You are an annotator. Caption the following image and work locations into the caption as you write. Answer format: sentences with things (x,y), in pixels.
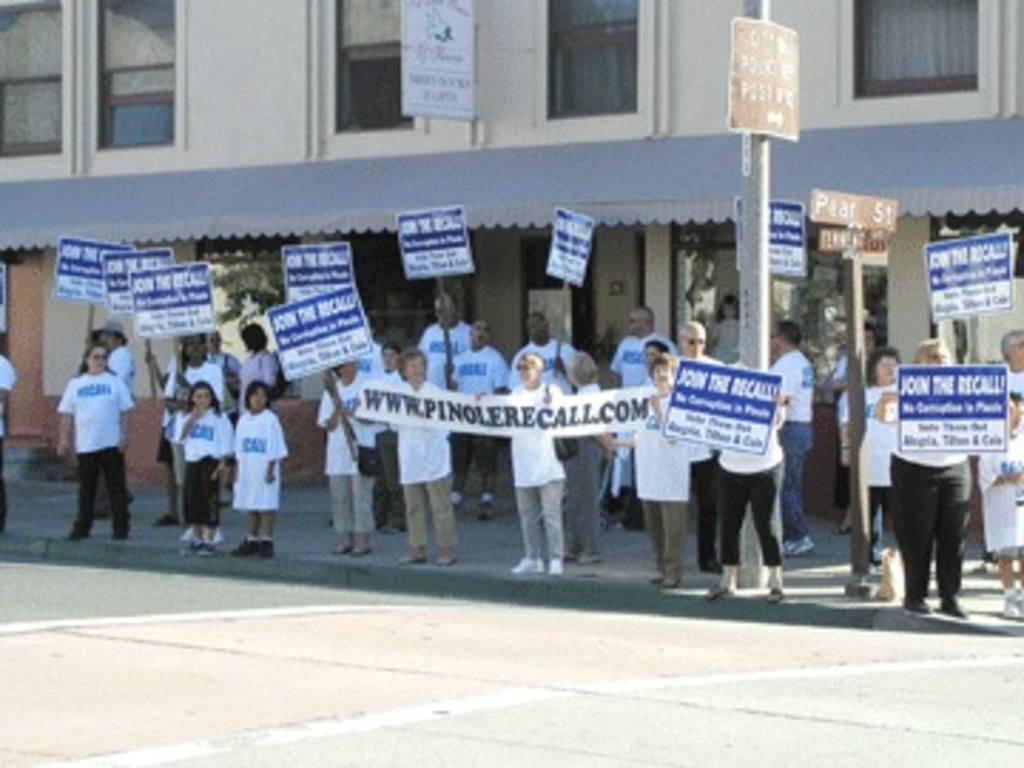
In this image we can see a group of people (719,504) standing and holding boards (126,309) with text (343,308) in their hands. In the center of the image (544,460) we can see three women (659,443) holding a banner (497,413). In the background of the image (885,261) we can see some poles (751,143), and a building (985,211) with windows (973,67).
